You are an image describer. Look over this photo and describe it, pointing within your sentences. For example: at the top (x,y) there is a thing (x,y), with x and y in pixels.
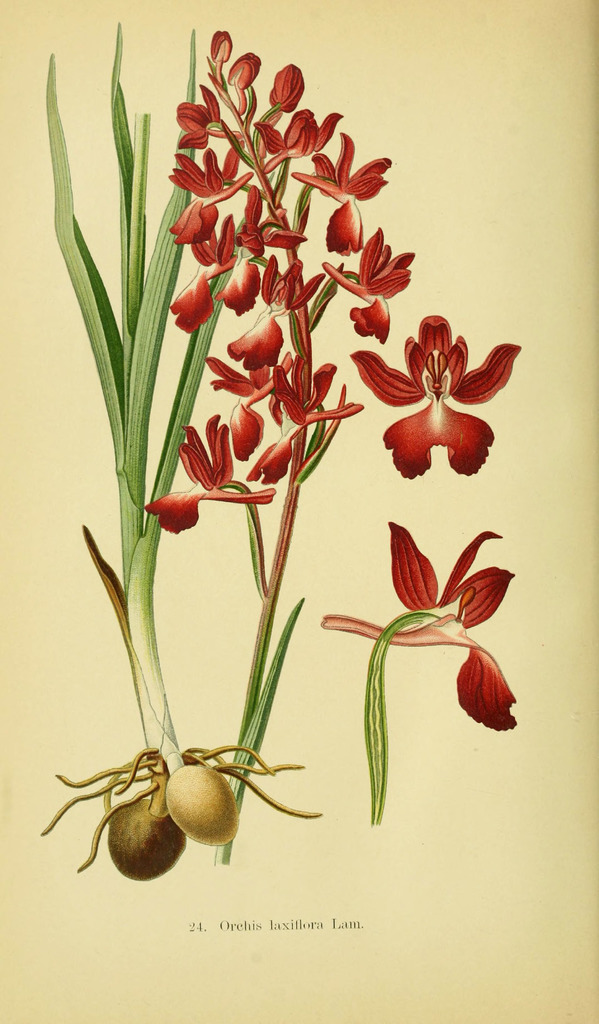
This is a painting in this image there are some flowers (488,667) and a plant (105,388), and at the bottom of the image (294,921) there is some text (254,920).
